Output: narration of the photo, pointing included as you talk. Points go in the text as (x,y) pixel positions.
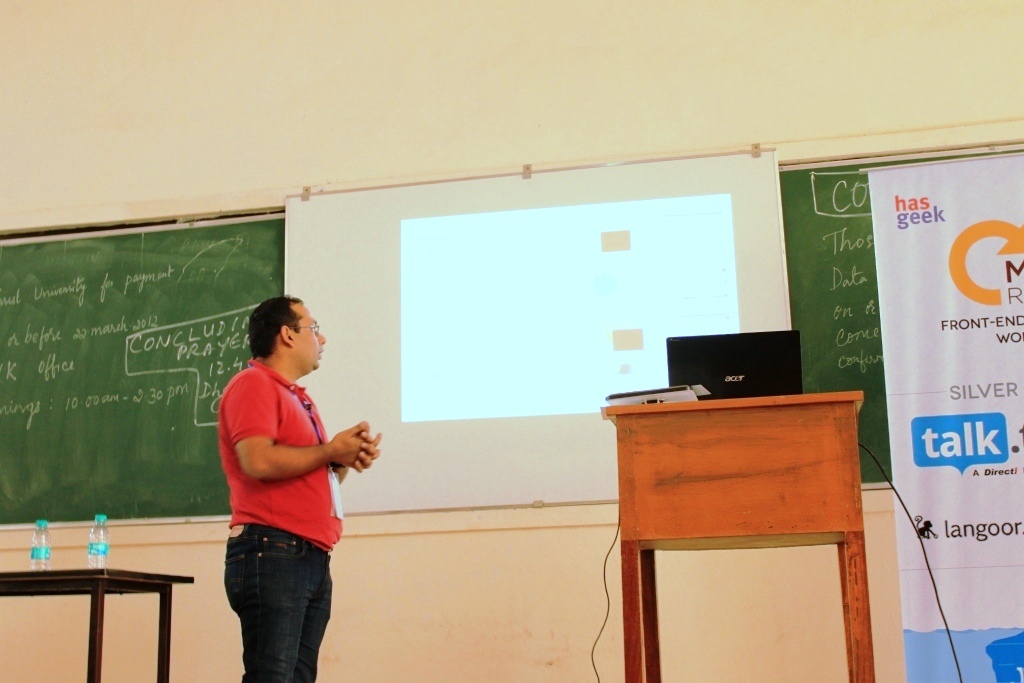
The person (256,428) wearing red shirt (311,505) is standing and looking at the projected image (510,331) and there is a green board (191,302) behind it and there is a table (730,450) which has a laptop (711,393) on it beside the person (290,485).
